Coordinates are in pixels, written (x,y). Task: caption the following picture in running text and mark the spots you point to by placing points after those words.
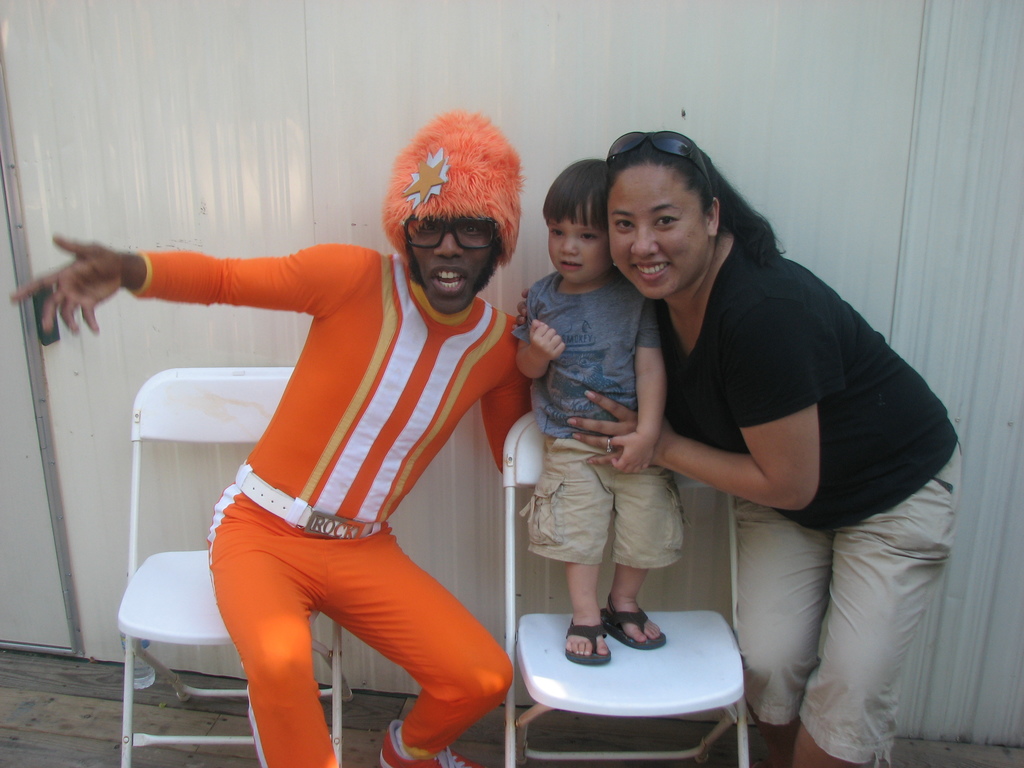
on the right (828,535) there is a woman (834,409) she wear black t shirt (803,361) and trouser (816,601) she is smiling her hair (730,215) is long. In the middle (600,482) there is a boy (583,351) he is standing on the chair (626,674). On the left (317,447) there is a man (306,462) he wear trouser (276,608) and shoes (392,756). On the left (166,616) there is a chair (163,631).
